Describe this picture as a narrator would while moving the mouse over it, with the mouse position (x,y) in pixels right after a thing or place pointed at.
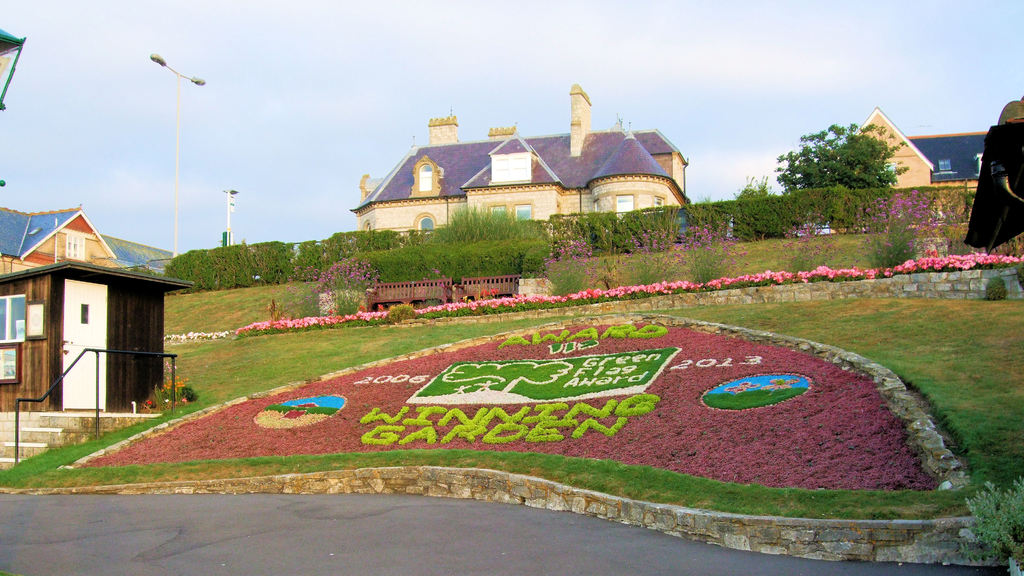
In this picture I can see the road (246,526) in front (345,555) and in the middle of this picture (580,334) I can see few words (560,336) and numbers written in white and green color and I see the grass (792,311), bushes (1003,544), few plants (899,225) on which there are flowers (320,322), a shack (128,325) on the left side of this image (69,319) and I see the railing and the steps (26,441) near to it. In the background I can see the buildings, a tree (876,184), 2 poles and the sky (637,70).
